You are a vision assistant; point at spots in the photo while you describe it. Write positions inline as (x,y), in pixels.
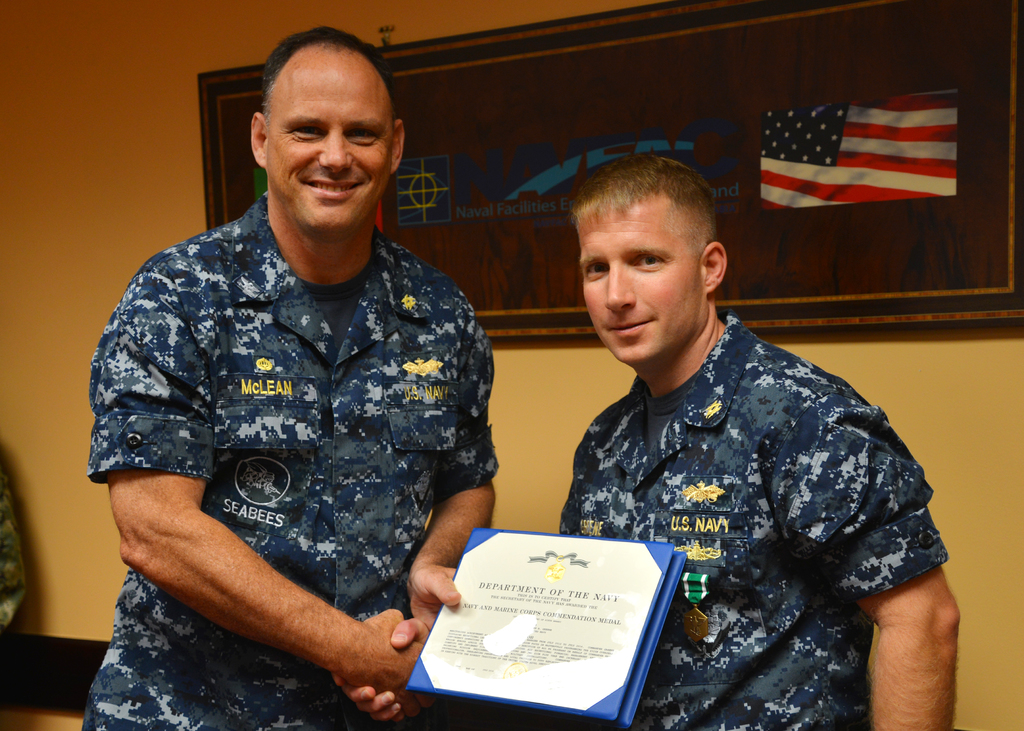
In this picture we can see two people (275,557) standing and shaking their hands (392,631). We can see a person (253,370) holding an object (482,586) visible on the left side (285,518). There is some text (464,163), an image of a flag (936,131) and a few things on the board (560,301) visible on the wall (34,94).
